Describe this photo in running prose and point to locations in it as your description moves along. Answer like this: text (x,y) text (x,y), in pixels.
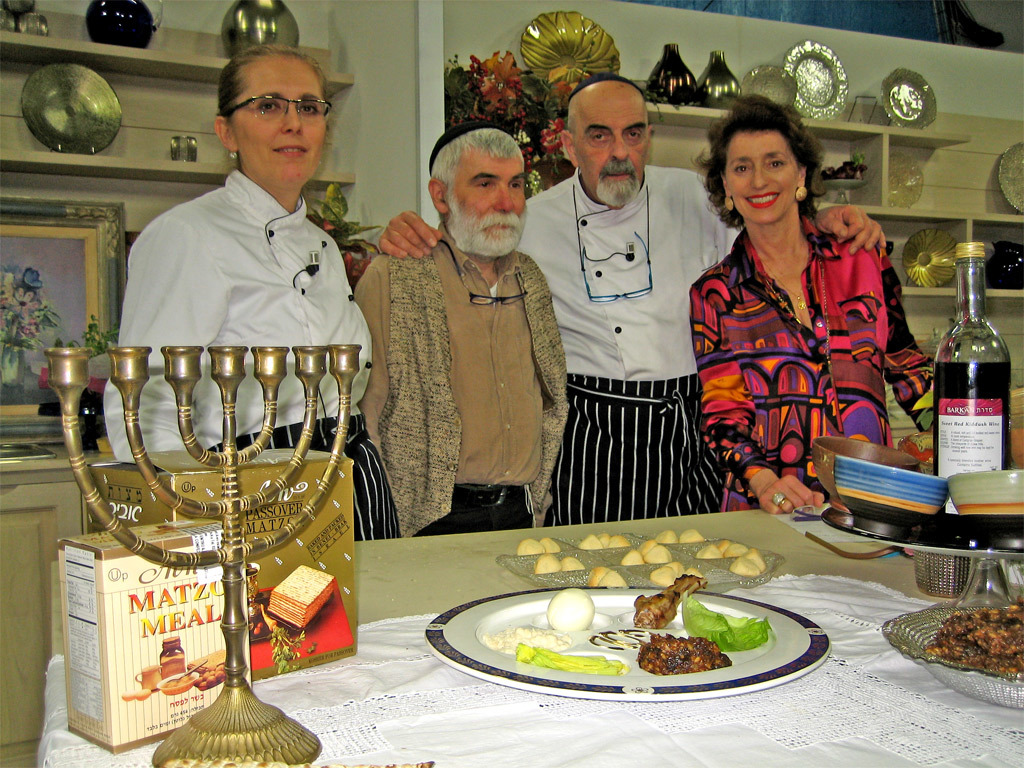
In this image I can see few people (505,168). There are few food items (954,627) on the table (848,648). In the background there is a shelf (15,154).
